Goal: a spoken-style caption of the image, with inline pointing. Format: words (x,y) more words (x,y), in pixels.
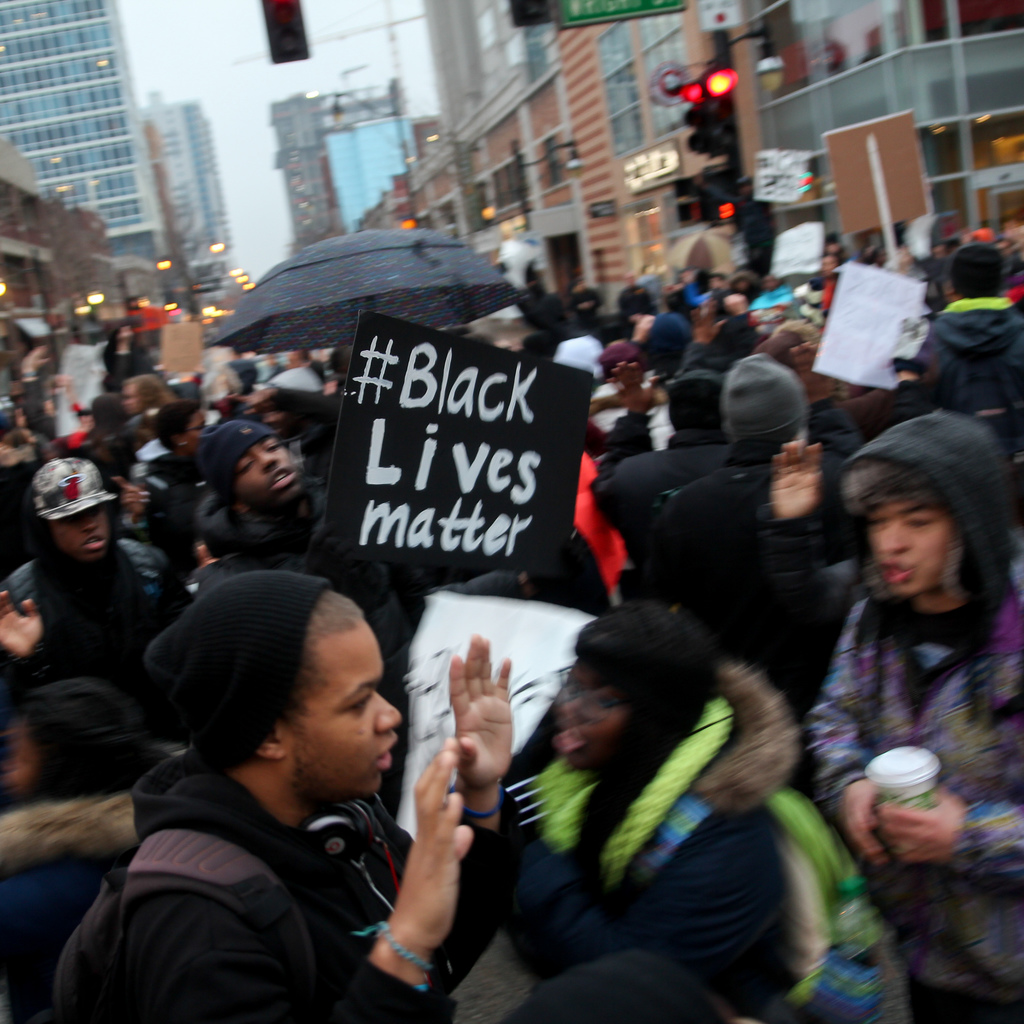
In this image we can see people (563,677) standing on the road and some of them are holding papers (848,331) and placards (391,447) in their hands (489,726). In the background (402,178) there are buildings (362,117), traffic poles (733,169), traffic signals (721,118), construction cranes (409,17), street poles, street lights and sky (235,98).
